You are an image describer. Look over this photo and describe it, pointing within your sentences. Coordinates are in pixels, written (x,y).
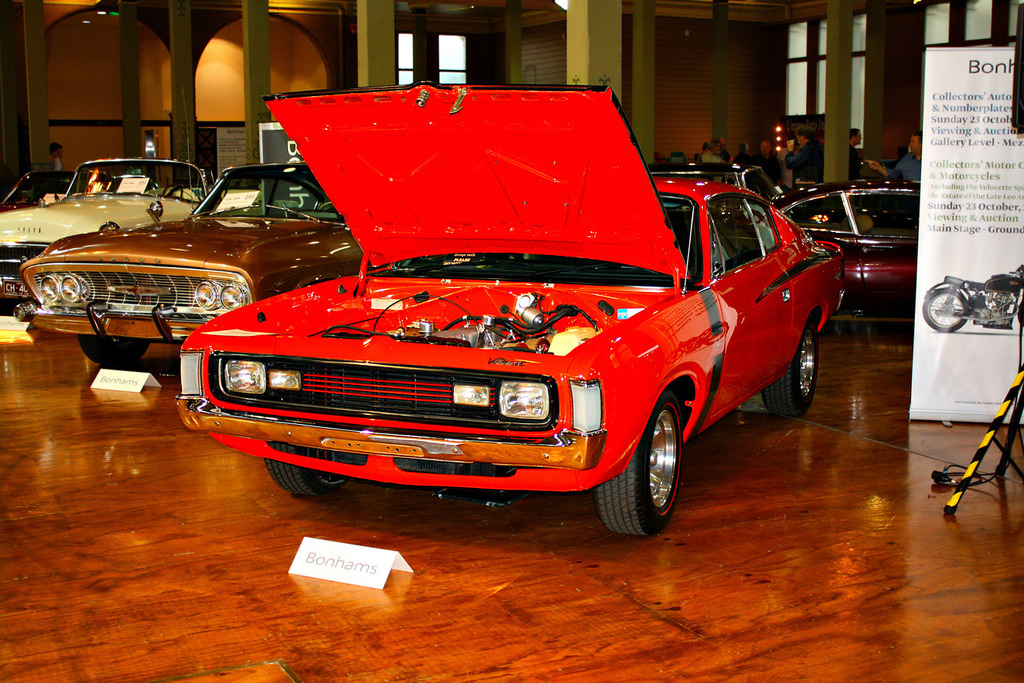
In this image I can see the brown colored surface (719,625) and a car (653,490) which is red and black in color and few other cars (176,247) which are brown and cream in color on the ground (393,583). I can see white colored boards (344,546) in front of the cars (455,364). In the background (790,112) I can see few cars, few persons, the wall (769,119), few windows (805,104), few pillars (825,141), a white colored banner (933,248) and few lights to the ceiling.
